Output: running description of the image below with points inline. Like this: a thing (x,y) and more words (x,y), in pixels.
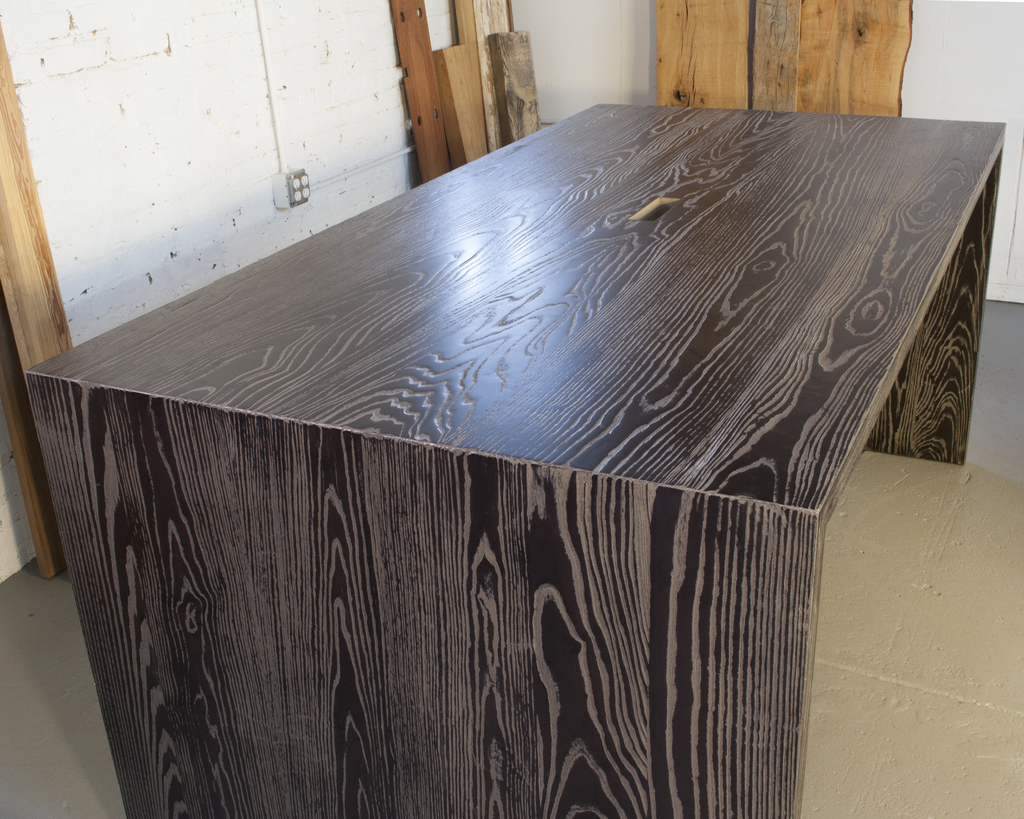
In this picture we can see table (923,456) on the floor (933,464), wall (168,39) and wooden objects (485,57).
